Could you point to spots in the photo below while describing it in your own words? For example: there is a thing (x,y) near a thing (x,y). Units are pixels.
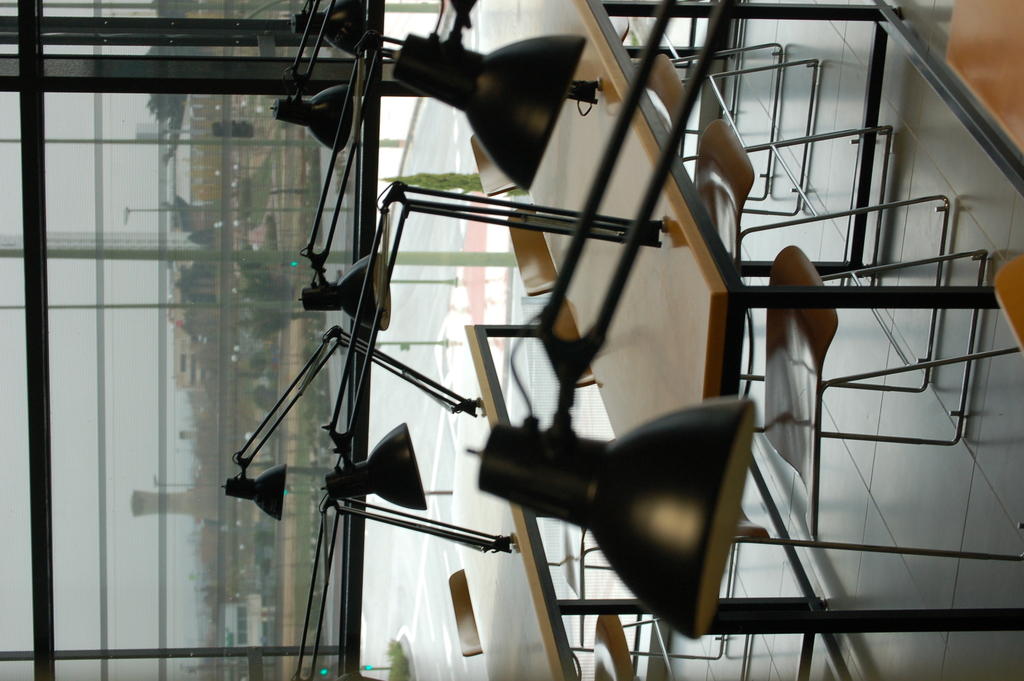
In this image i can see the study table lamp (587,341) and a few chairs (775,338) on the floor (903,492), near that there is a glass window (57,287), in the background (218,420) i can see few buildings (208,477).
